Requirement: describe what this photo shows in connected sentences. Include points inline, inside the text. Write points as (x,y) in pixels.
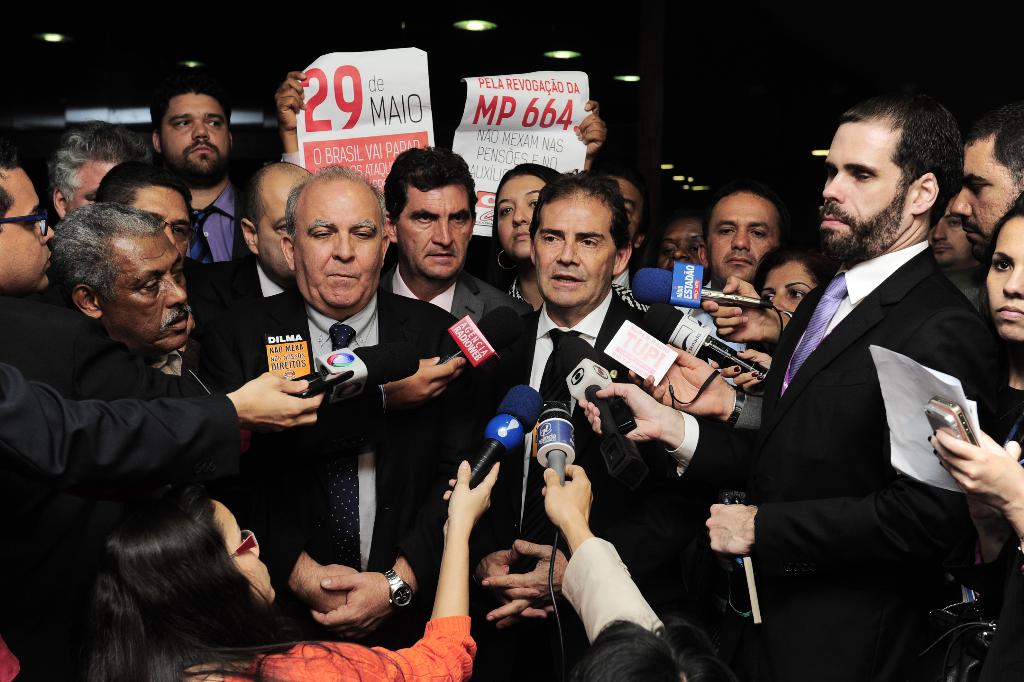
In this picture I can observe some people (526,364). There are men (263,339) and women (230,620) in this picture. Some of them are holding mics (684,343) in their hands (311,404). The background (891,60) is dark.
